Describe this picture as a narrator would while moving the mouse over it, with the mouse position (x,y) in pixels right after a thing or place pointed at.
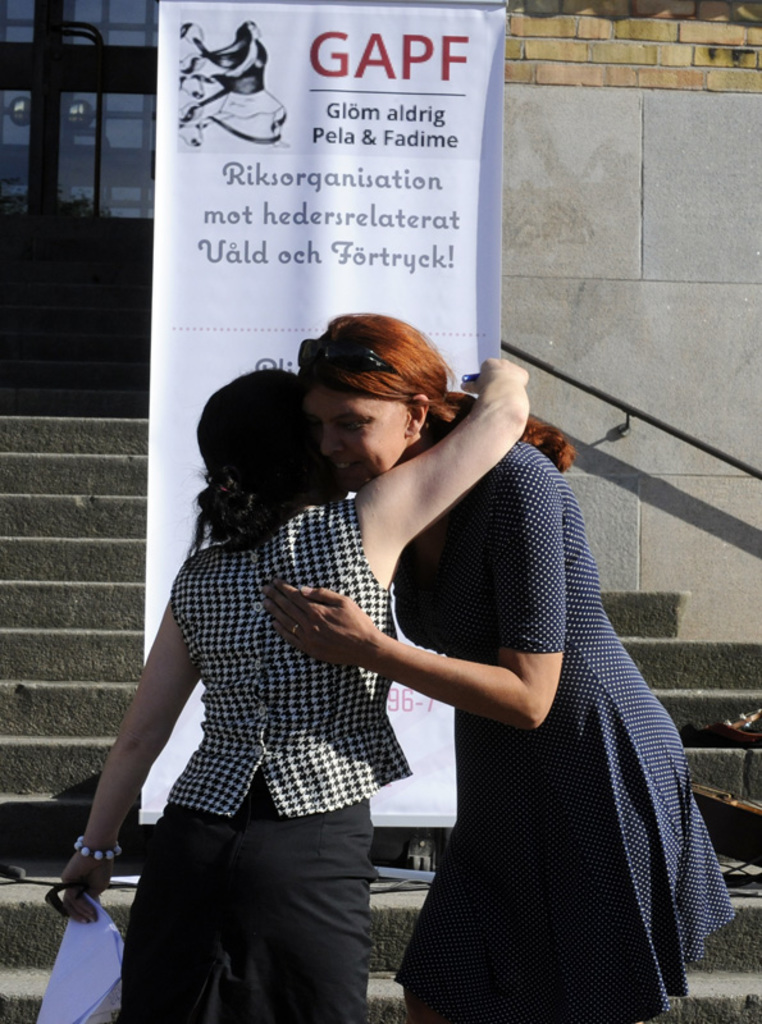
In this image two women (351,795) are hugging each other. They are standing. Behind them there is a banner (273,198) on the staircase (46,278). Background (640,264) there is a wall (582,14) having a door (87,119).
